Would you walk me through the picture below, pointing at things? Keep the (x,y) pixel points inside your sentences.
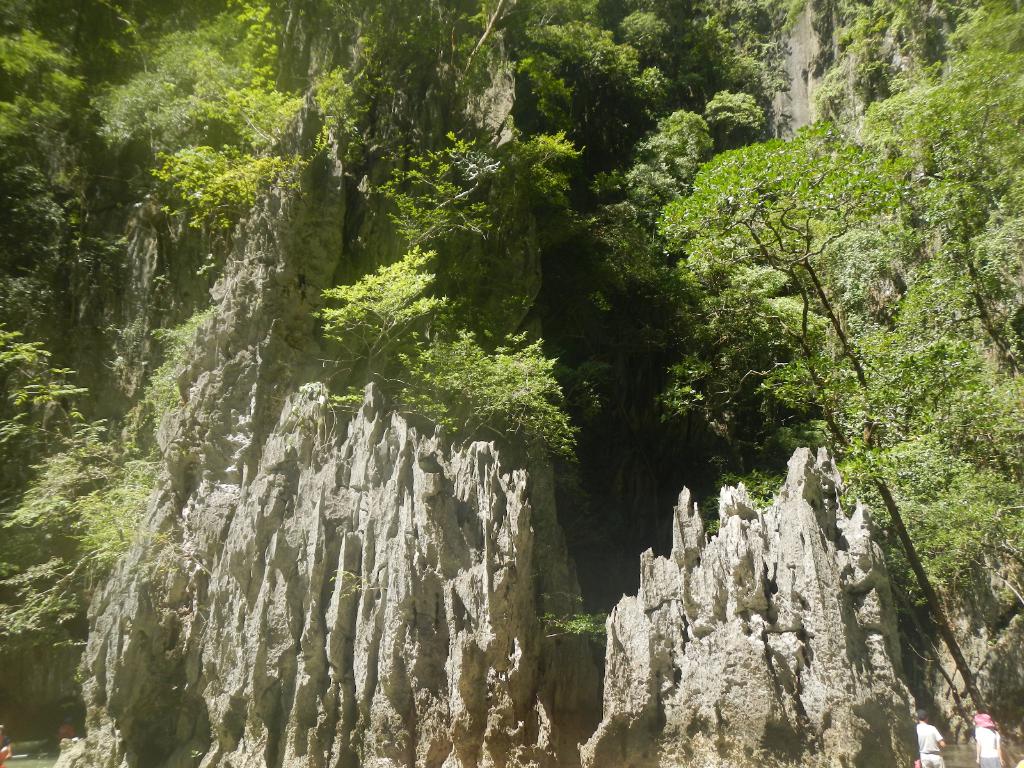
In the center of the image (483,373) we can see mountains (522,554) and trees (913,119).
